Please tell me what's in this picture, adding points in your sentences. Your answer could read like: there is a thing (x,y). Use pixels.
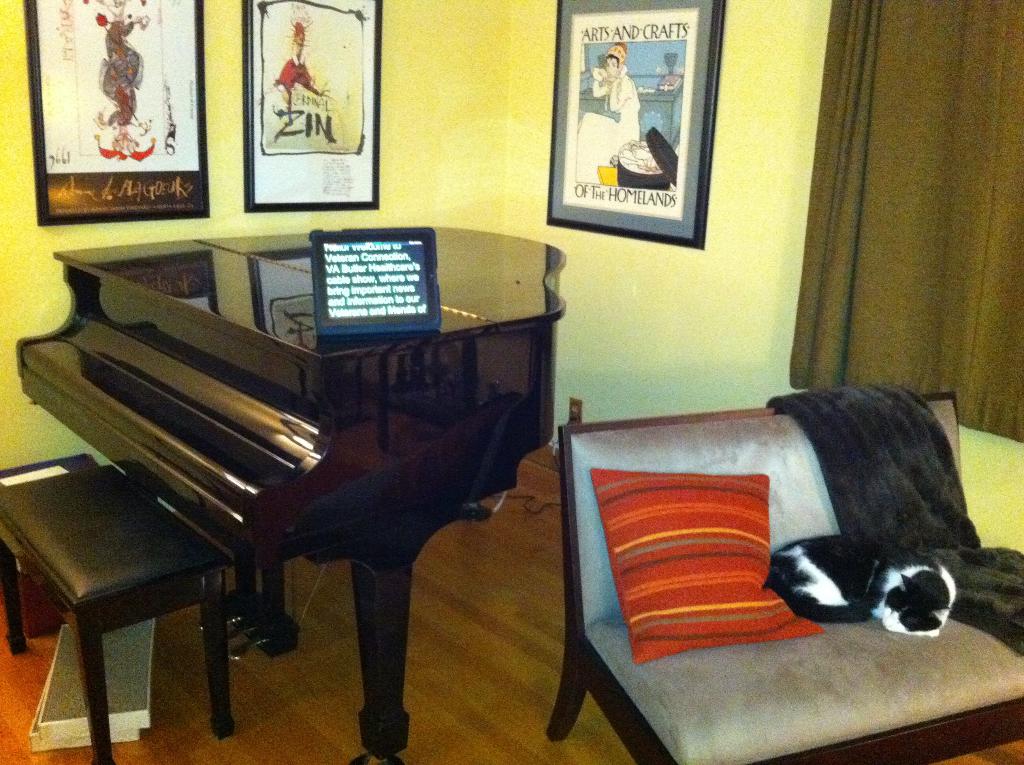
Here we can see a piano (176,358) and a stool (140,493) and at the right side (939,662) we can see a chair (823,754) with cushion (677,557) and cat (848,555) on it, at the top right side (944,233) we can see a curtain (842,231) at the walls (496,124) we can see portraits (251,158).
